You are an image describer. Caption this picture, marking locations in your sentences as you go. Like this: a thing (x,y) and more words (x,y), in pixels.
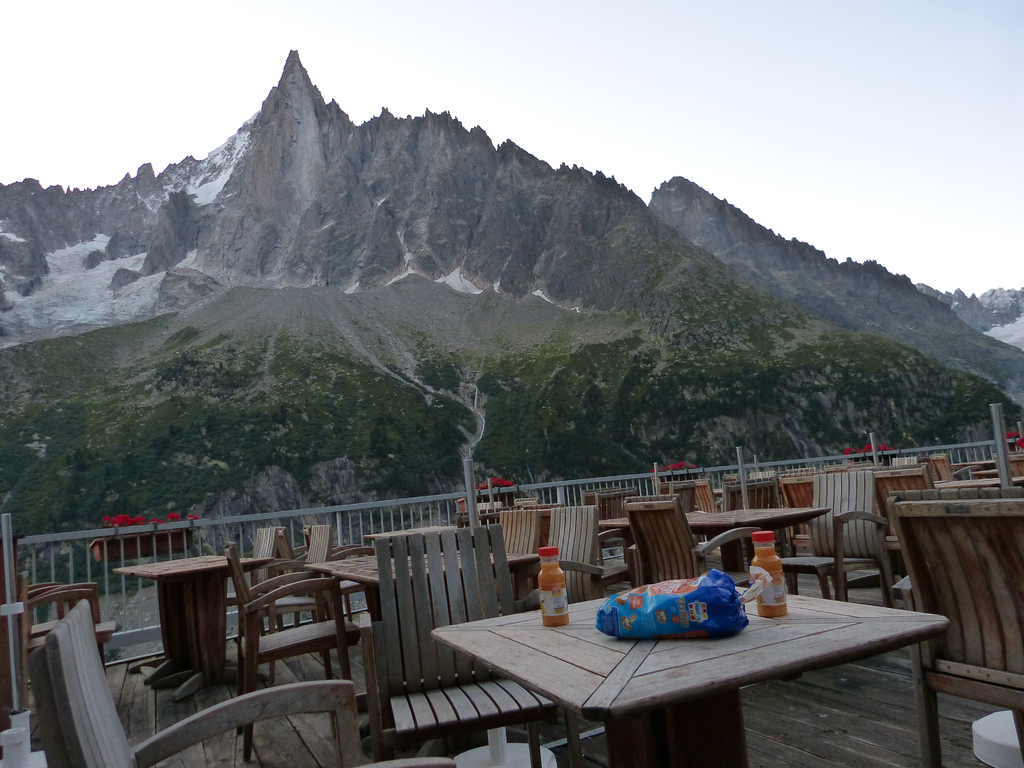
In the image in the center (400,503), we can see tables (211,566), chairs (733,495) and fence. On the table (561,658), we can see bottles (549,595) and plastic packet (693,594). In the background (857,369) we can see the sky (421,56), clouds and hills (254,307).
